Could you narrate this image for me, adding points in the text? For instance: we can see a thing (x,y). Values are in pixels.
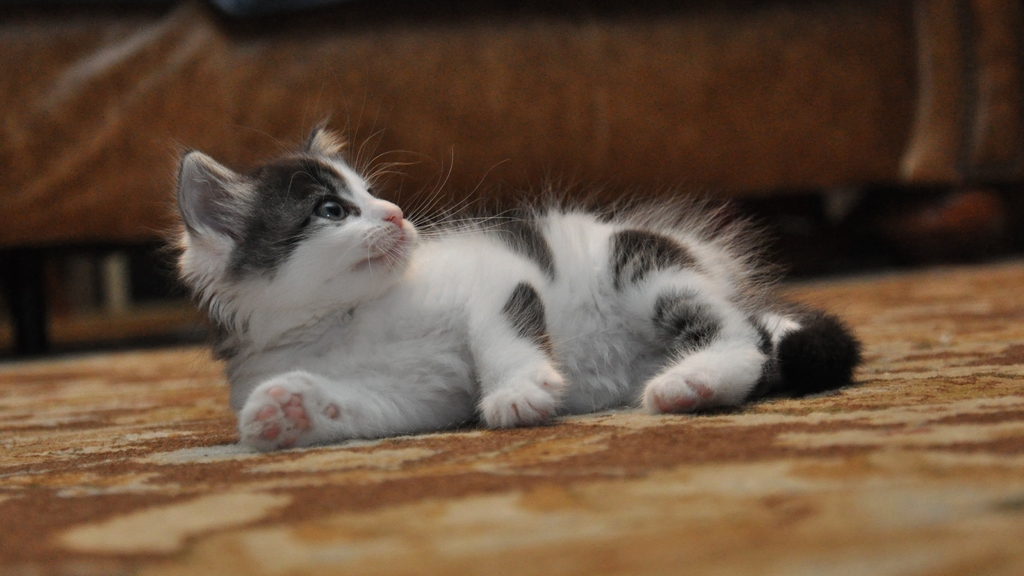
Here I can see a cat (394,268) is laying on the ground (253,508) and looking at the right side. The background (267,65) is blurred.
